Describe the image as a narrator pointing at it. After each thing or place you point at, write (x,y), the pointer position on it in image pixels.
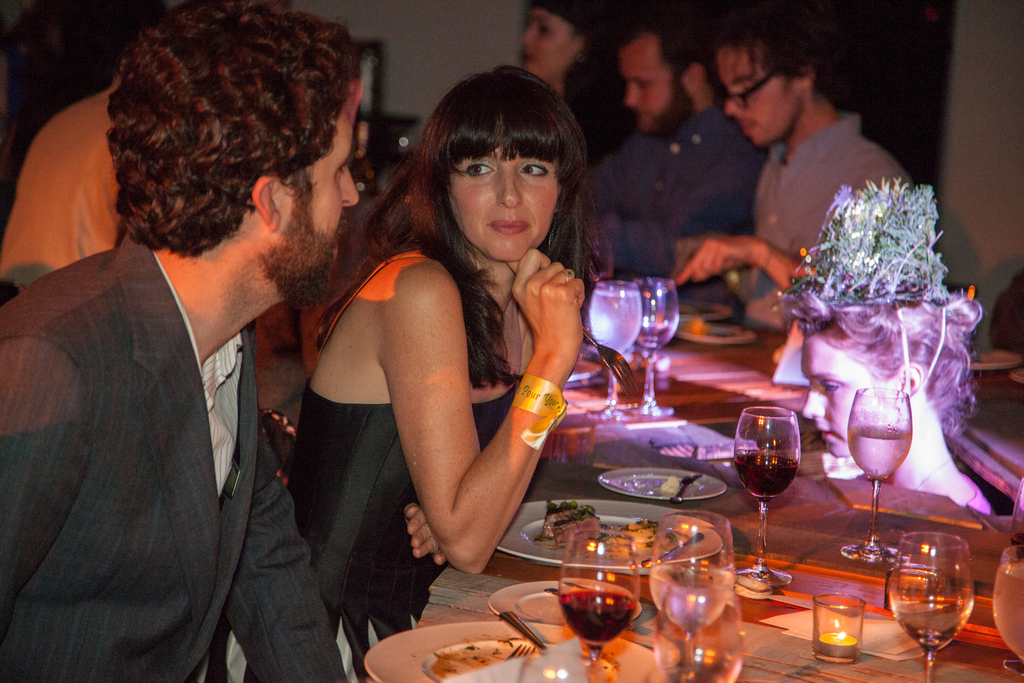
In this image we can see one women (428,210) and men (256,441) are sitting. They are wearing black color dress (326,499). In front of them table (795,664) is there. On table (791,612) glasses (682,607), plates (708,482), spoons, fork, candle (821,643) and food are present. Behind them people (767,134) are sitting. Right side of the image (890,302) one girl statue (885,377) is there on the table (901,502).
